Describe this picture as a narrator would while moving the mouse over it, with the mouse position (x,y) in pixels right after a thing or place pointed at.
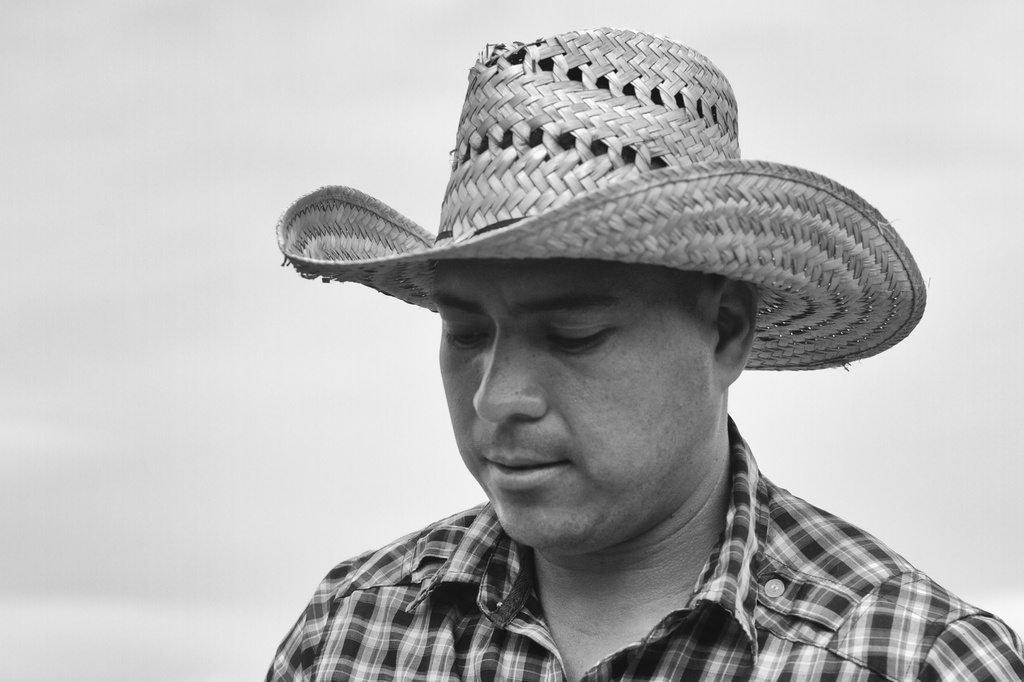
In this picture we can see a man (524,401) wearing checked shirt (511,615) and hat (549,205) is looking down. Behind there is a white background (184,505).
